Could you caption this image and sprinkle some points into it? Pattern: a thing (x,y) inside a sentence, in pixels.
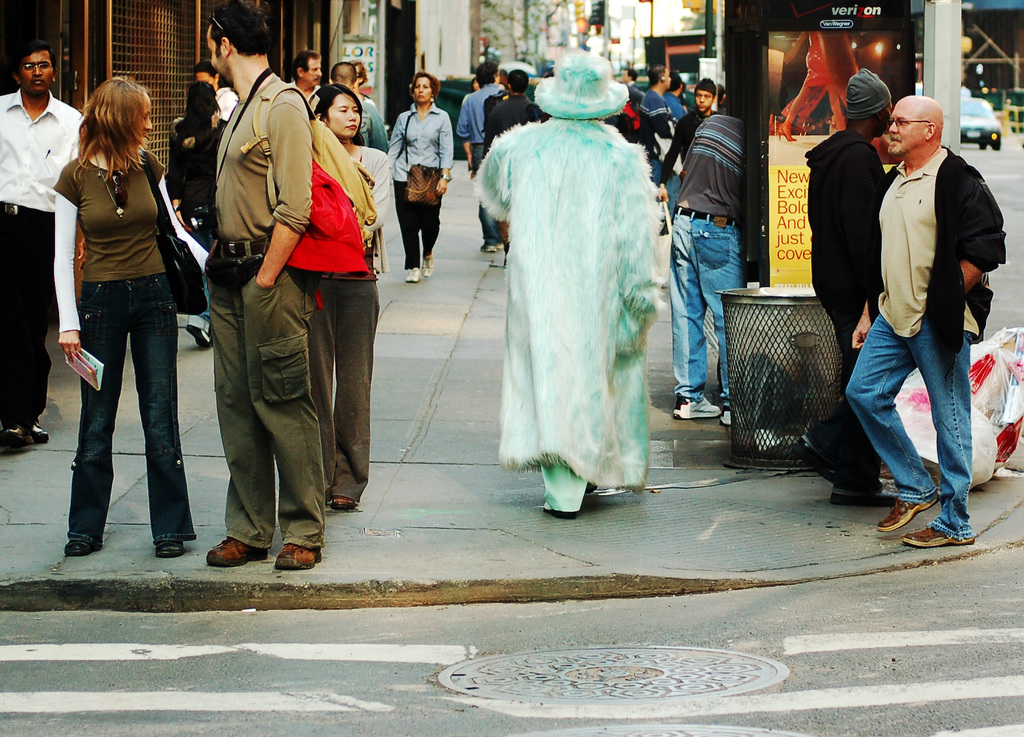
There are people (102,355), it seems like a trash bin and a poster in the foreground area of the image (758,196), there are stalls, buildings (679,51), trees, poles (608,20) and a vehicle (964,124) in the background (506,45).
